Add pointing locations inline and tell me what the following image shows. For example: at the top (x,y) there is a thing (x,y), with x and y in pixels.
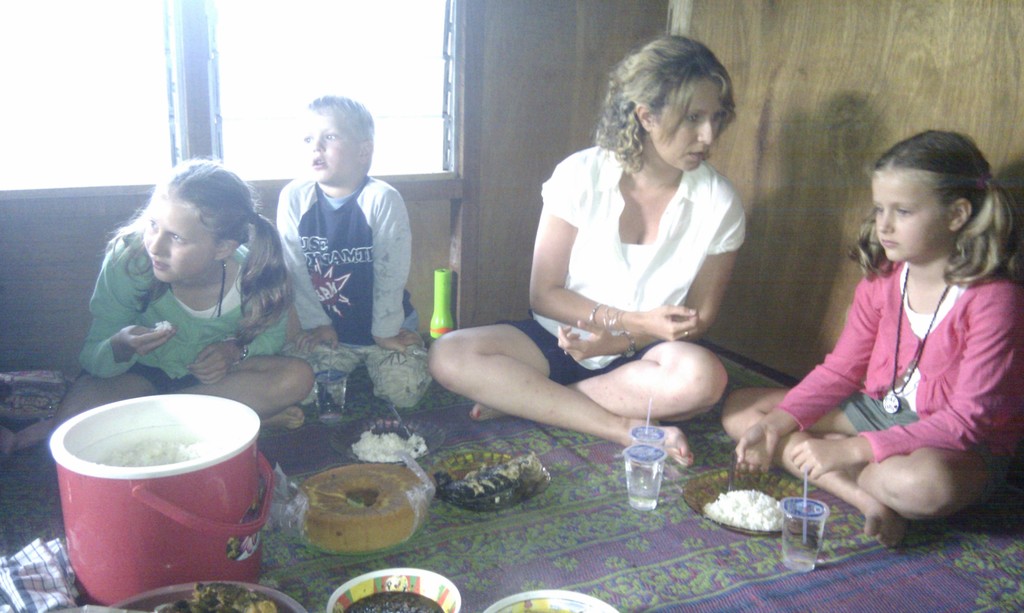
In this picture we can see four people (944,271) sitting on a cloth (914,538) and in front of them we can see bowls (563,594), glasses (810,512), plates (408,436), food items (426,444) and in the background (428,285) we can see an object (446,328), window (397,100) and the wall (607,55).
